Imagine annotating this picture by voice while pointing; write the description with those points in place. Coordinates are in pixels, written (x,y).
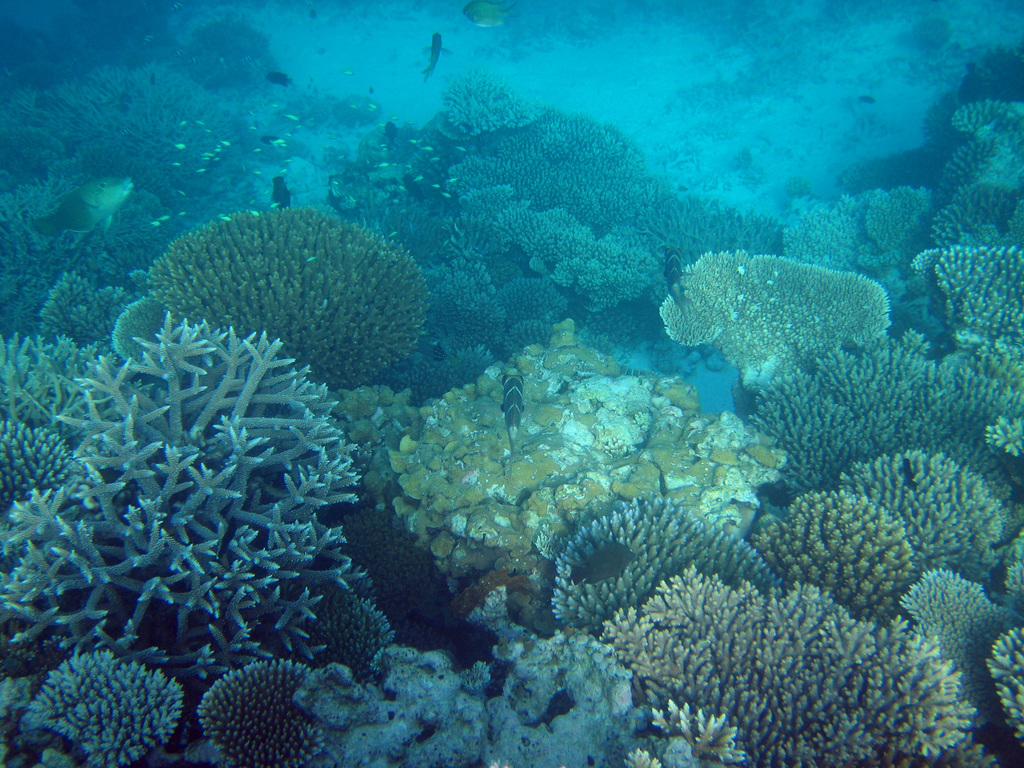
In this picture we can see corals (386,488) and fishes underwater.
